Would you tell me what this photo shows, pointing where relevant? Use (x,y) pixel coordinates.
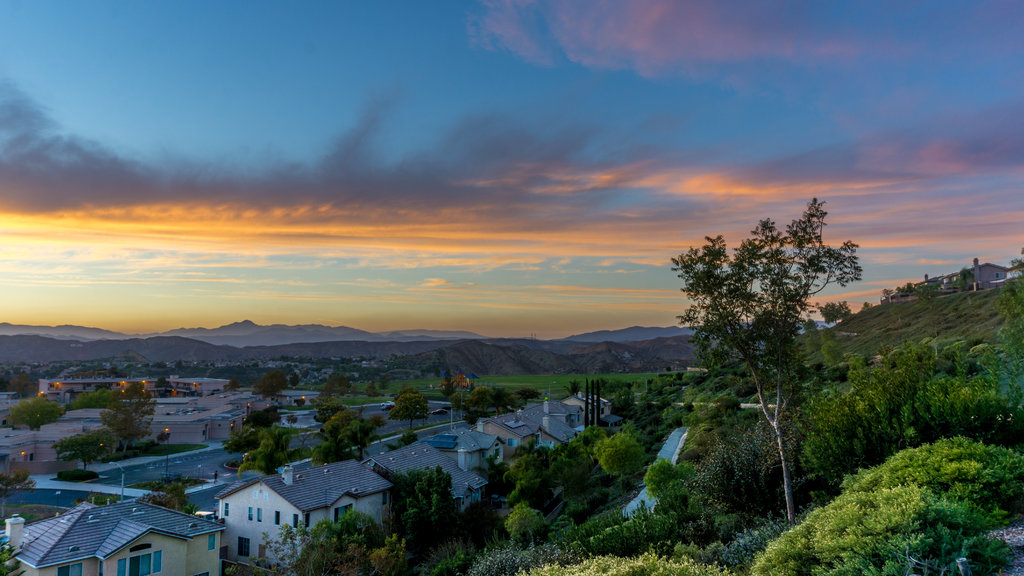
At the bottom of the image (50,516), we can see houses (294,506), poles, lights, trees (246,449), plants (620,563), roads (200,476), vehicles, walls (163,423) and windows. In the background (995,320), we can see hills (876,332), houses (989,284) and the sky (335,216).
